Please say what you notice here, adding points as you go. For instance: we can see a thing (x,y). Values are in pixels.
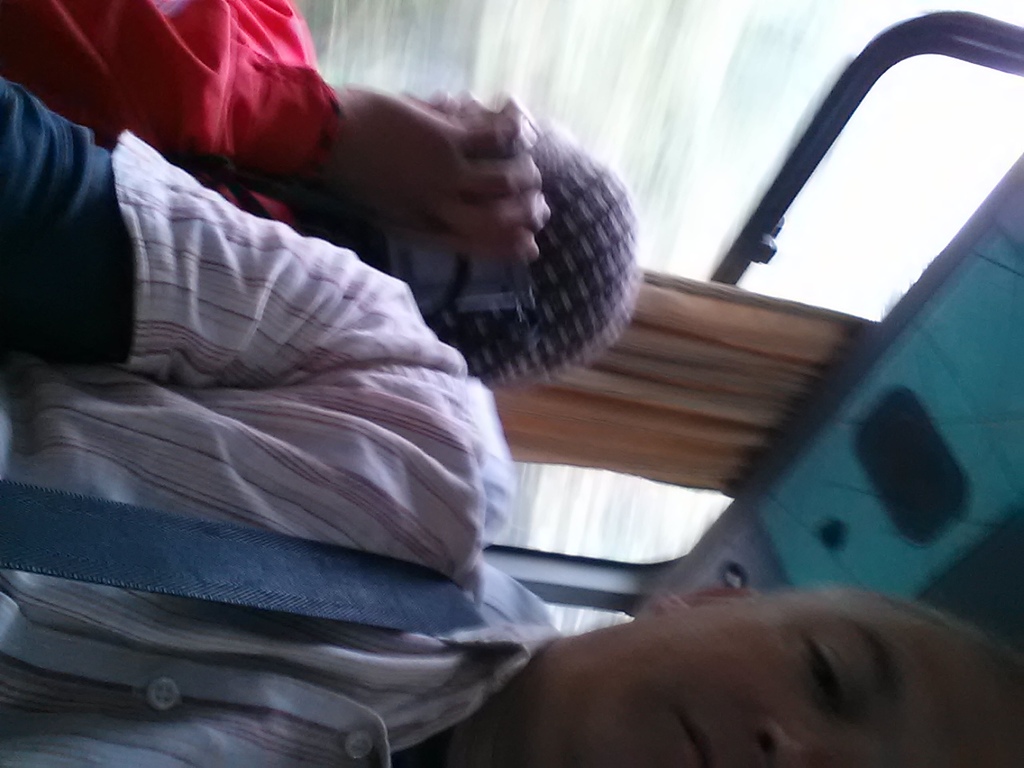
In this picture we can see there are two persons (333,335) sitting in a vehicle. Behind the people (437,390), there is a curtain (655,386) and a window (707,266).
